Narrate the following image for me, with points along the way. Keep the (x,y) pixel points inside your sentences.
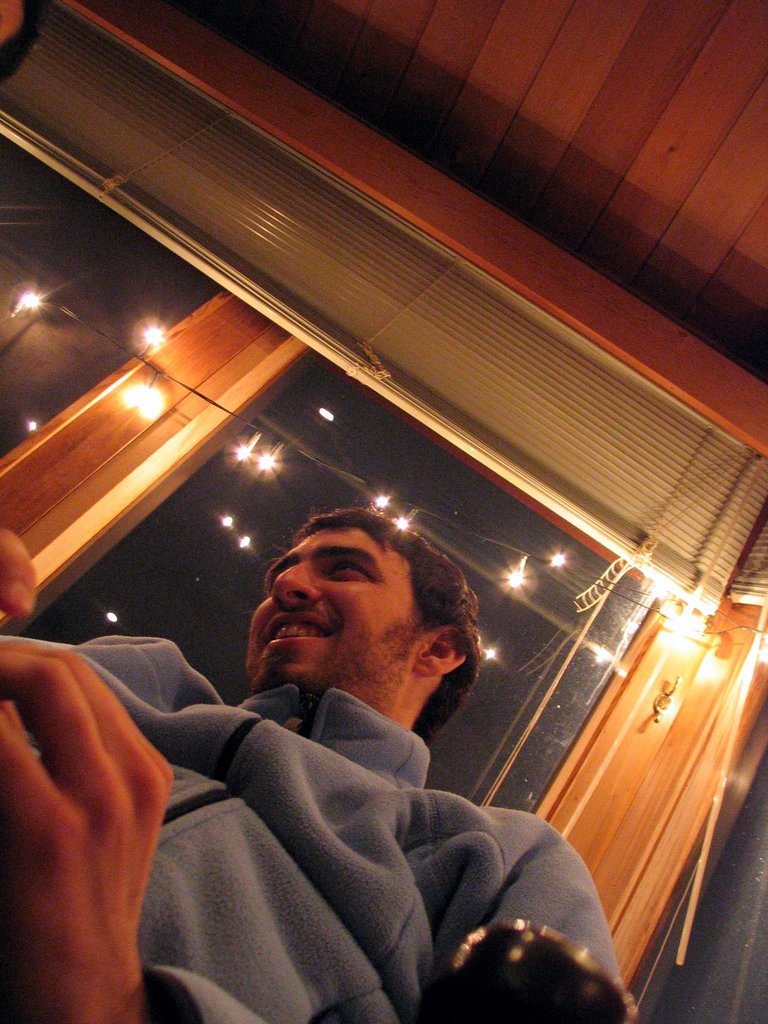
At the bottom (347,951) there is a person (212,783) wearing a jacket (225,879) and smiling by looking at the left side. At the back of him there is a glass (210,527) and few lights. At the top of the image (564,218) I can see the ceiling (488,189).
